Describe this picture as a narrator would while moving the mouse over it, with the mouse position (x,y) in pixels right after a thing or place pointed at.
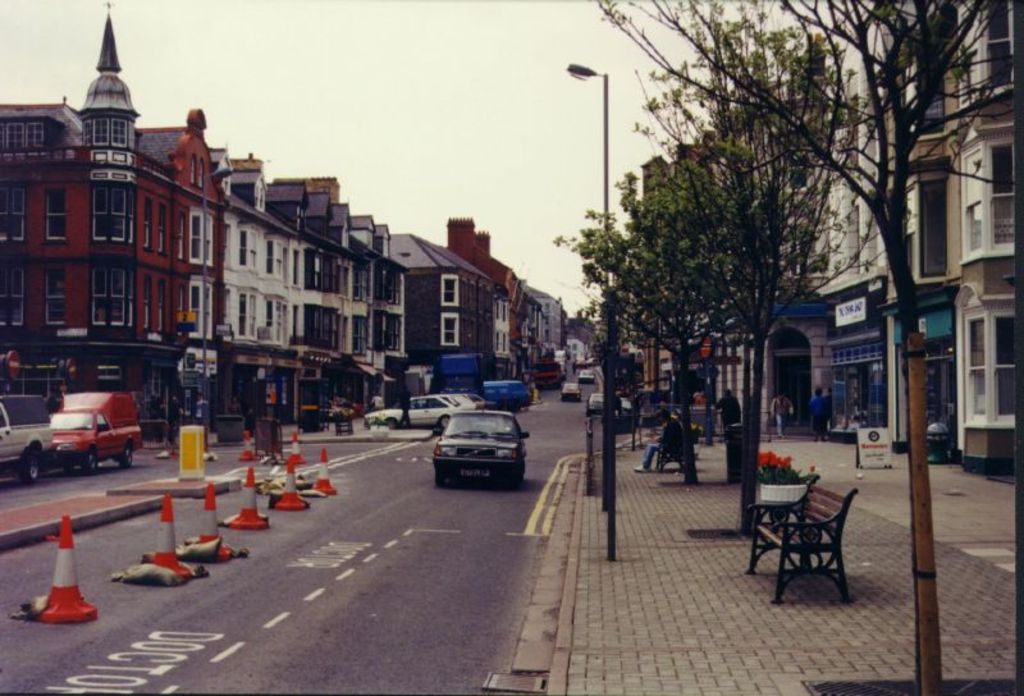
In this picture there is a man (662,440) who is sitting on the bench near to the trees (685,325). Here we can see many vehicles (512,411) on the road (367,546). On the bottom left (222,552) we can see traffic cones (244,456). In the background (518,331) we can see many buildings (177,288). On the top (479,45) there is a sky (471,59). Here we can see street lights (616,470). On the right (973,227) we can see board (873,462), advertisement board (887,459), windows (978,216), stores (893,328), concrete wall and dustbins (937,437).
